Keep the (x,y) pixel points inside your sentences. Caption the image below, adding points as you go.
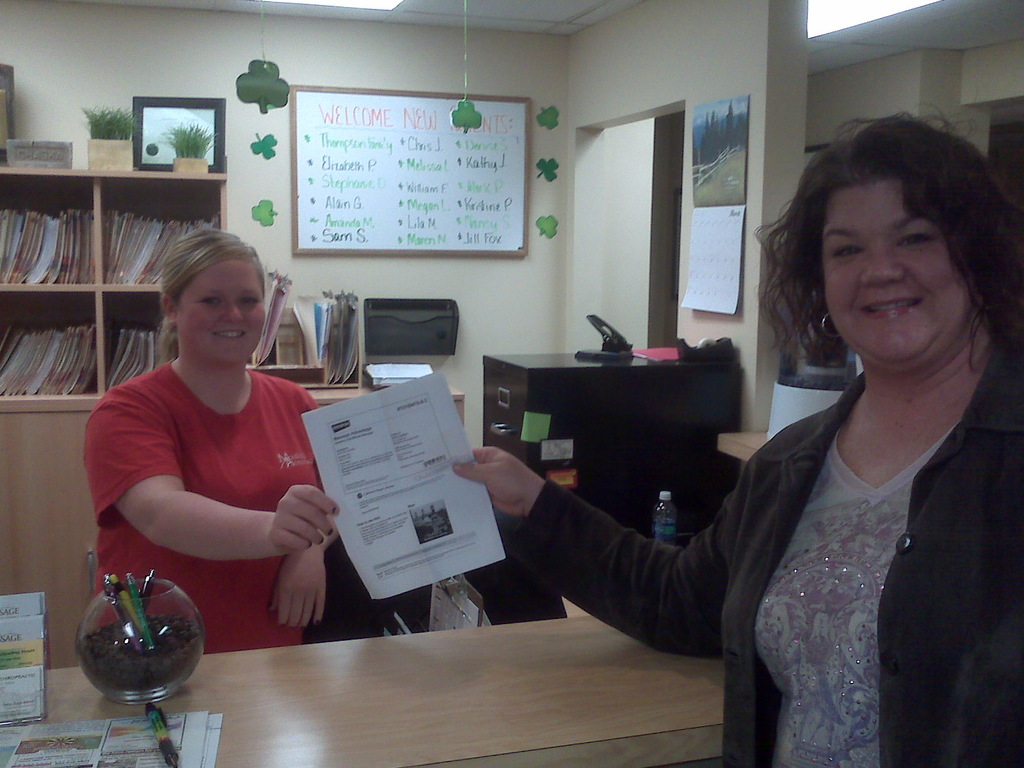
This picture is clicked in a room (677,471). To the right side (903,116) there is a woman (882,660) wearing a jacket (779,520), she is giving a paper (427,444) to another woman (263,437), she is wearing a red t shirt (262,385). In the background (68,234) there is a shelf (96,214) full of books (128,225), board (363,219) and a desk (570,361). In the bottom (385,701) there is another table (347,678) and a jar (135,687) placed on it.
